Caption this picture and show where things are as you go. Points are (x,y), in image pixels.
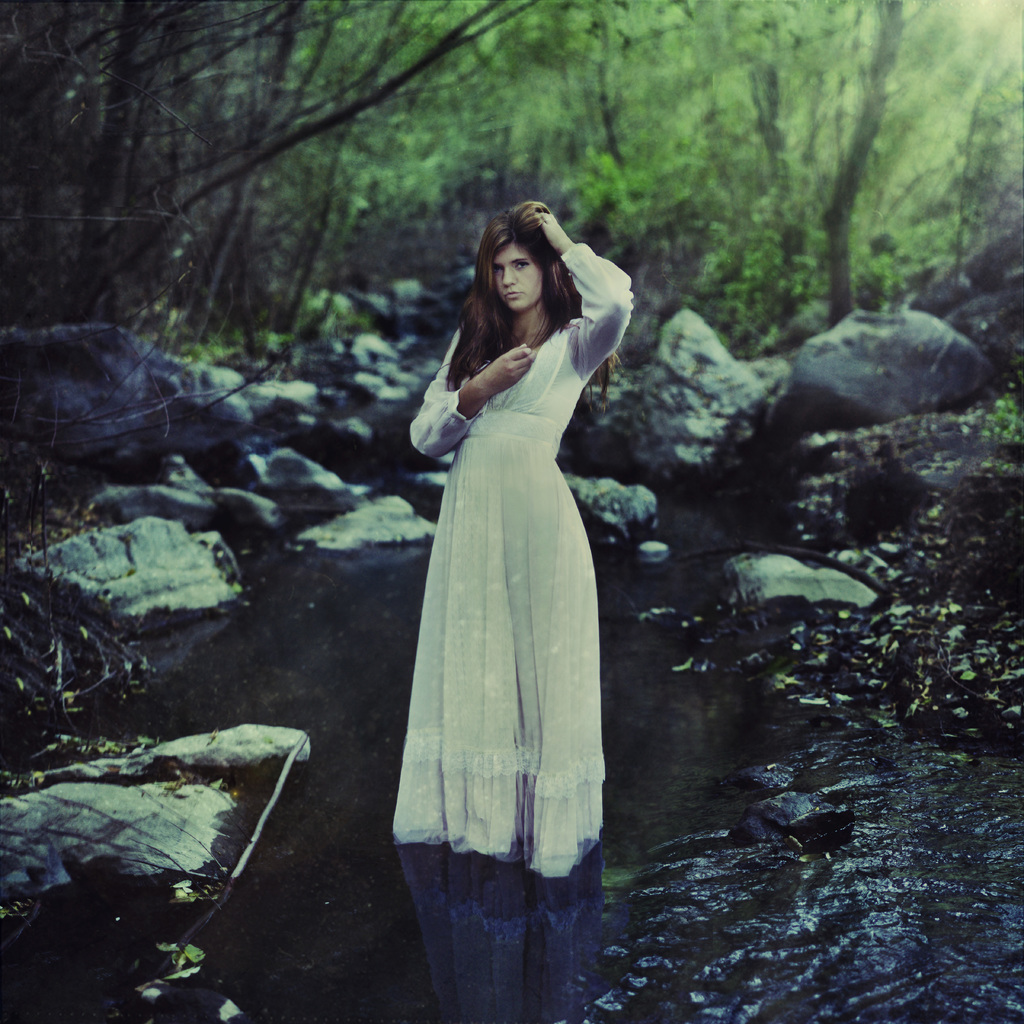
In this image I can see a woman (478,807) is standing and I can see she is wearing white colour dress (405,773). I can also see water (432,895), number of stones (34,842), grass (925,253) and number of trees (359,159).
